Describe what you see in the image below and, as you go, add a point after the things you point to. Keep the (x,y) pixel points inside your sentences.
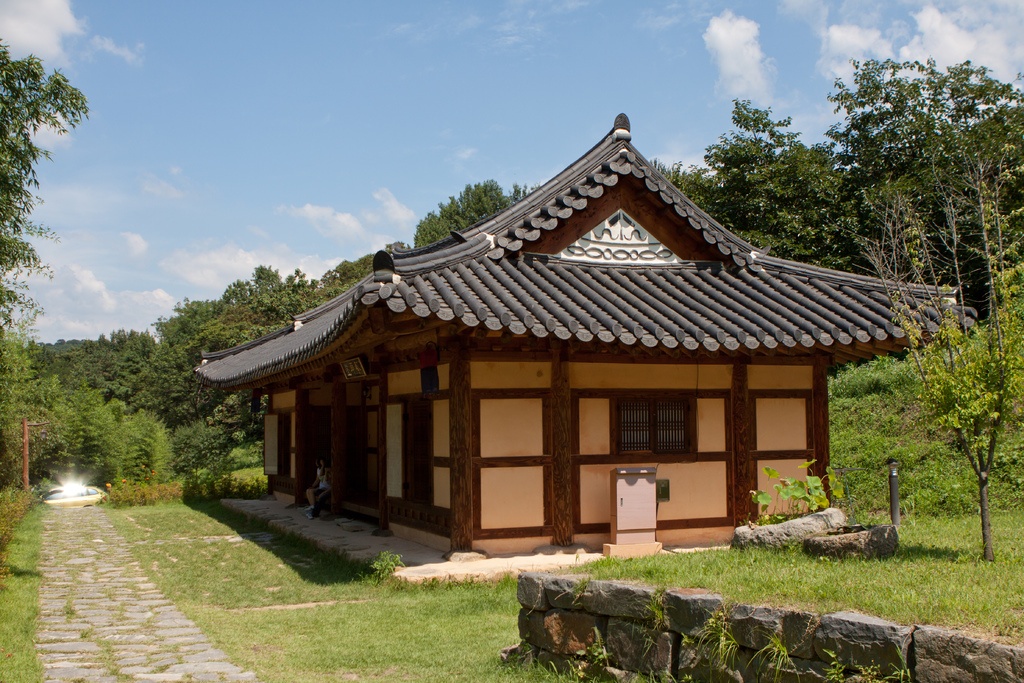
In this picture we can see grass (467,636), stonewall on the ground (467,636), here we can see a house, trees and in the background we can see sky (901,21) with clouds (911,9).
